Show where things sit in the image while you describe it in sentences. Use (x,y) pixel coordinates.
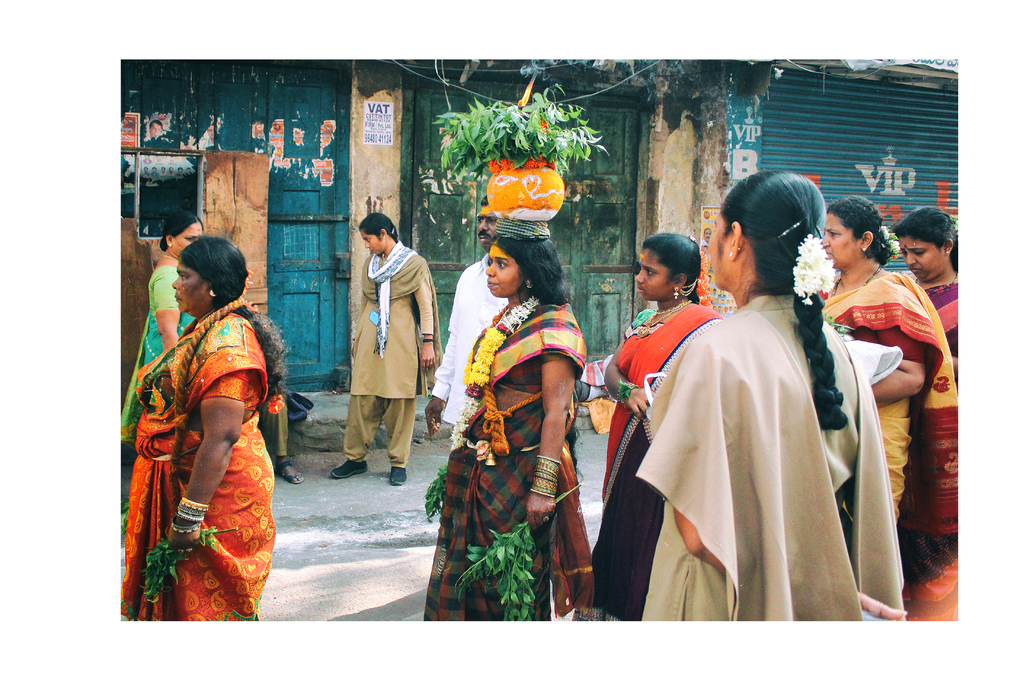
In this image we can see a group of people (610,460) standing on the ground (595,471). In that we can see a woman (542,423) wearing a rope (489,408) and garland (481,397) holding some stems of neem (499,563), carrying a pot (536,200) on her head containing some neem stems (533,140) and a flame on it. On the left side (241,427) we can see a woman (259,436) holding some stems (168,560) carrying a rope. On the backside (319,306) we can see a building (349,307) with a door (292,277) and shutters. We can also see a paper (368,124) with some text (383,111) on it which is pasted on a wall (394,150).
